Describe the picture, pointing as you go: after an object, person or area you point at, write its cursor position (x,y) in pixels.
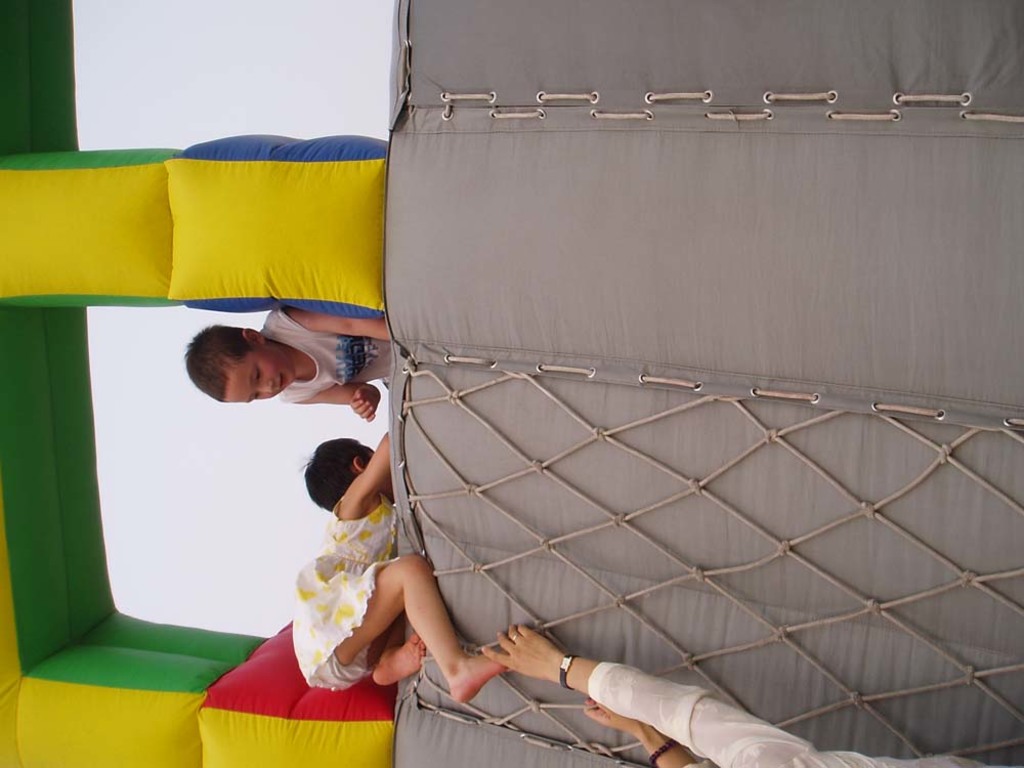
In this image I can see two people (348,464) on the air balloon (366,215). These people (326,470) are wearing the white and yellow color dresses (336,536). The air balloon (111,264) is in green, yellow, red and blue color. I can see one person (655,708) wearing the white color dress (677,715) and standing in-front of the balloon (436,470). In the back (168,502) I can see the white sky (168,502).
